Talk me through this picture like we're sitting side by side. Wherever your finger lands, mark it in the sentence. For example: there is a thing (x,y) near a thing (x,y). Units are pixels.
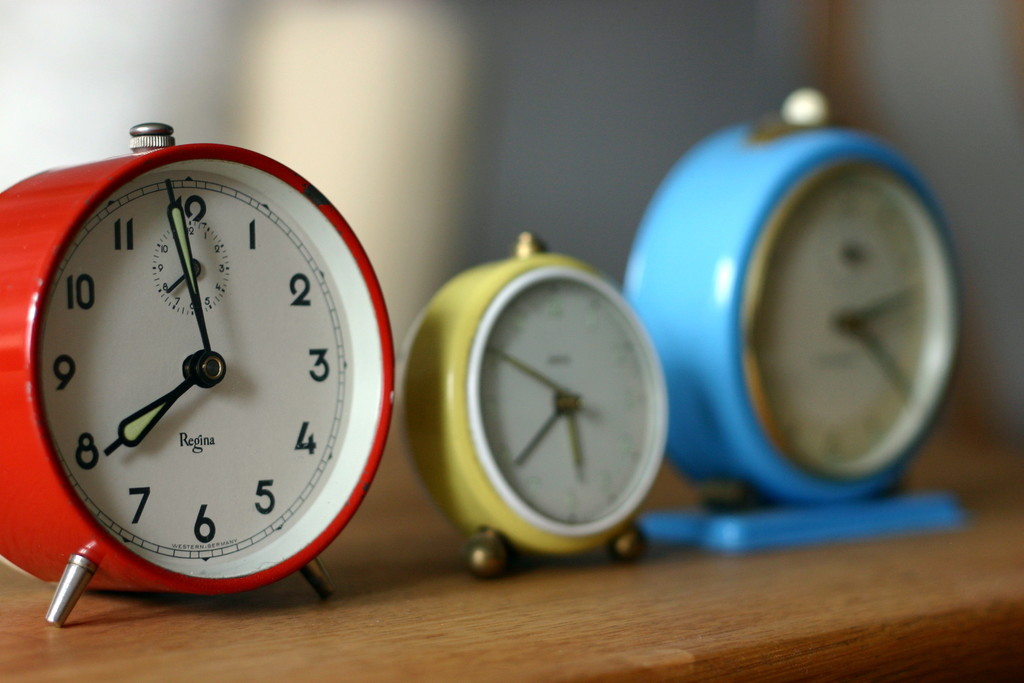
In the image there are three table clocks (681,432) on a wooden table (509,630).
